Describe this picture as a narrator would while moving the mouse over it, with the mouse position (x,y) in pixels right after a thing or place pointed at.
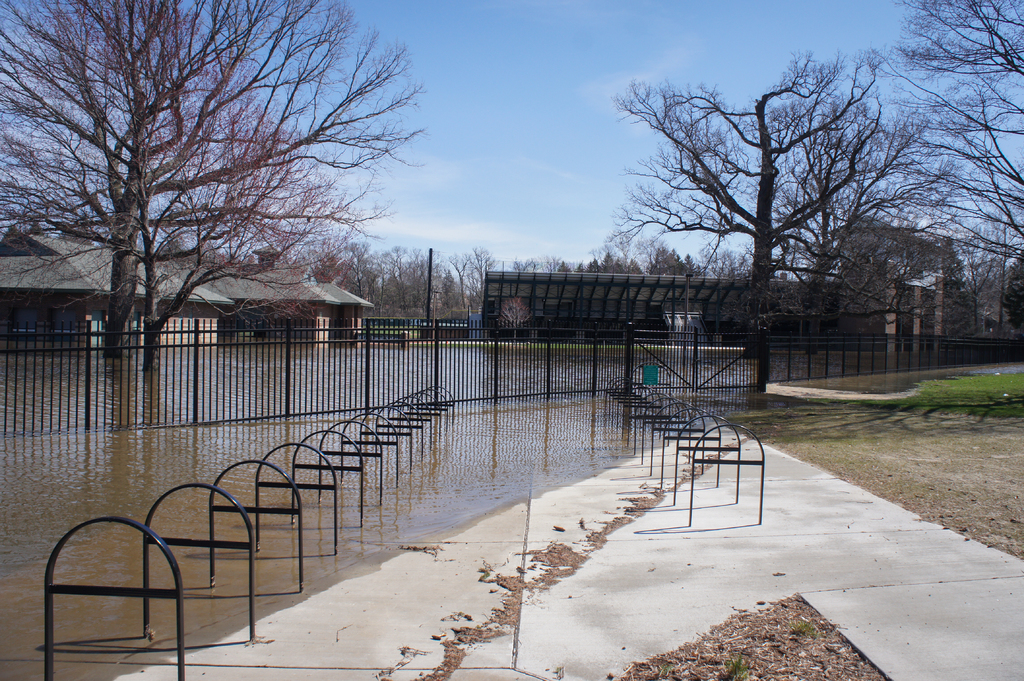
These are the trees (784,153) with the branches (884,244). I think these are the kind of poles (638,430). This looks like the iron grills (615,353), which are black in color. I can see the buildings (339,303). These are the water (289,424). Here is the grass (969,400).
